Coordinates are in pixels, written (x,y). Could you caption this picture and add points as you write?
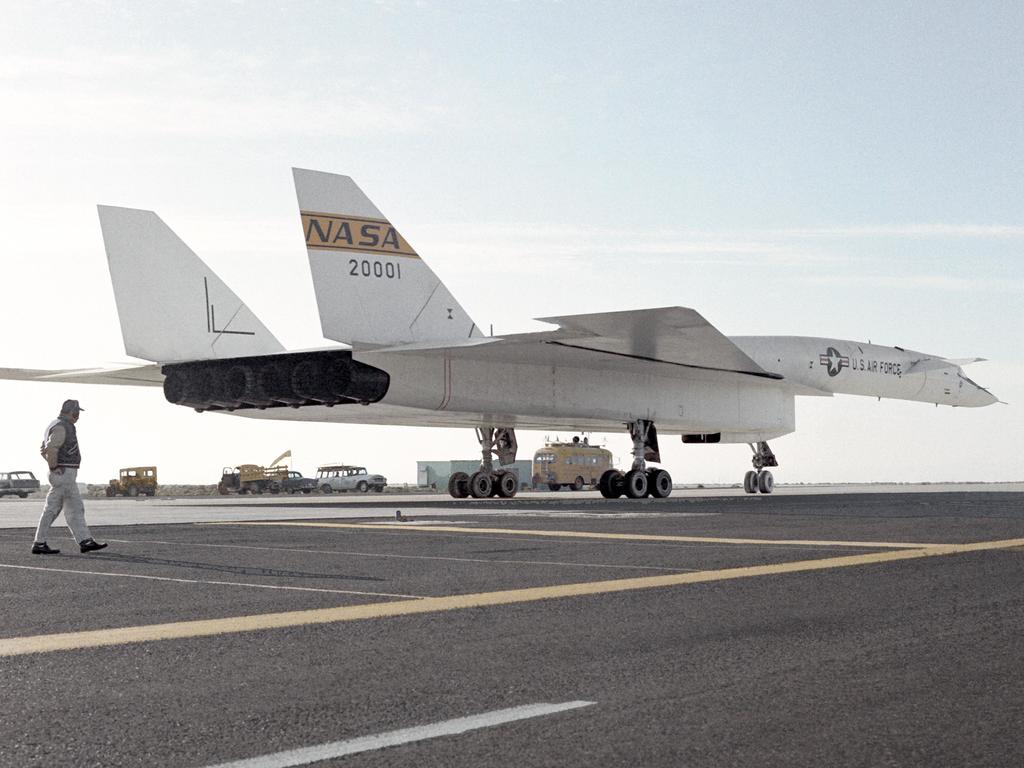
This image consists of a plane (664,375) in white color. At the bottom (500,587), there is road (378,588). To the left (50,509), there is a man (60,470) walking. In the background (25,477), there are many vehicles (18,491).
